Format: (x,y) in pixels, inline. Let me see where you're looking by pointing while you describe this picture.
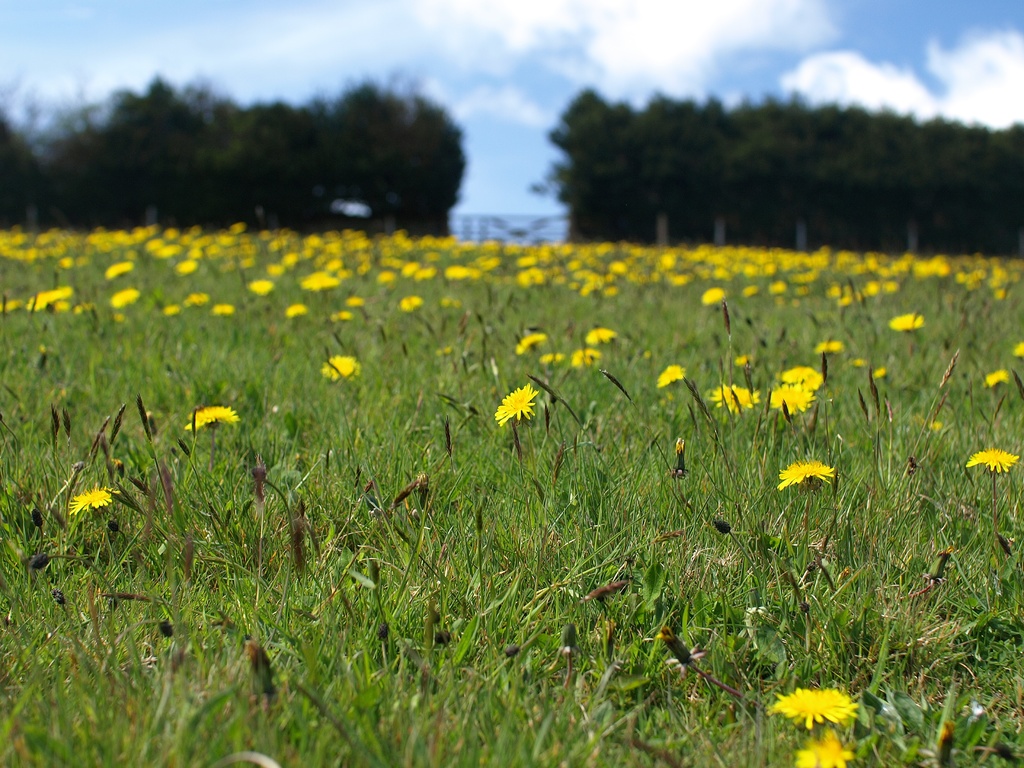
In the image there are yellow color flower plants (838,766) on all over the grassland (791,536), in the back (710,168) there are tree (637,226) on either sides and above its sky (555,65) with clouds (653,82).
